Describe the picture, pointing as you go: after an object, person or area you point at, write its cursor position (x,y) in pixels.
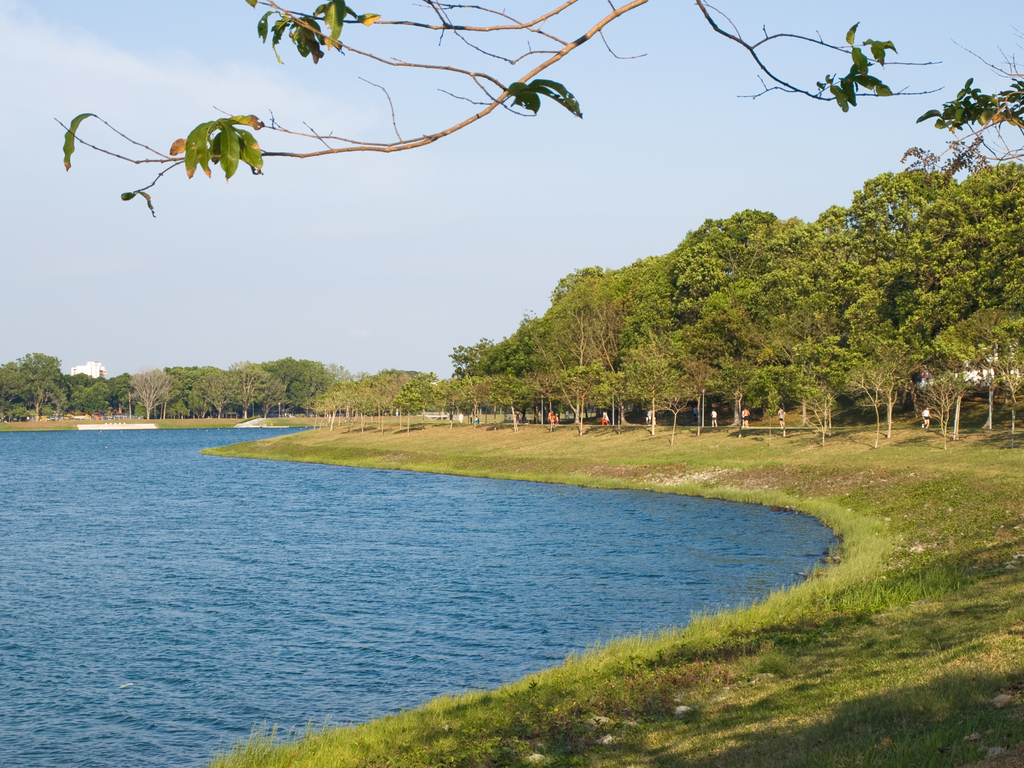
In this image I can see the lake (238,590) and on the right side (748,339) I can see trees (703,357) and at the top (743,194) I can see the sky (739,160).
